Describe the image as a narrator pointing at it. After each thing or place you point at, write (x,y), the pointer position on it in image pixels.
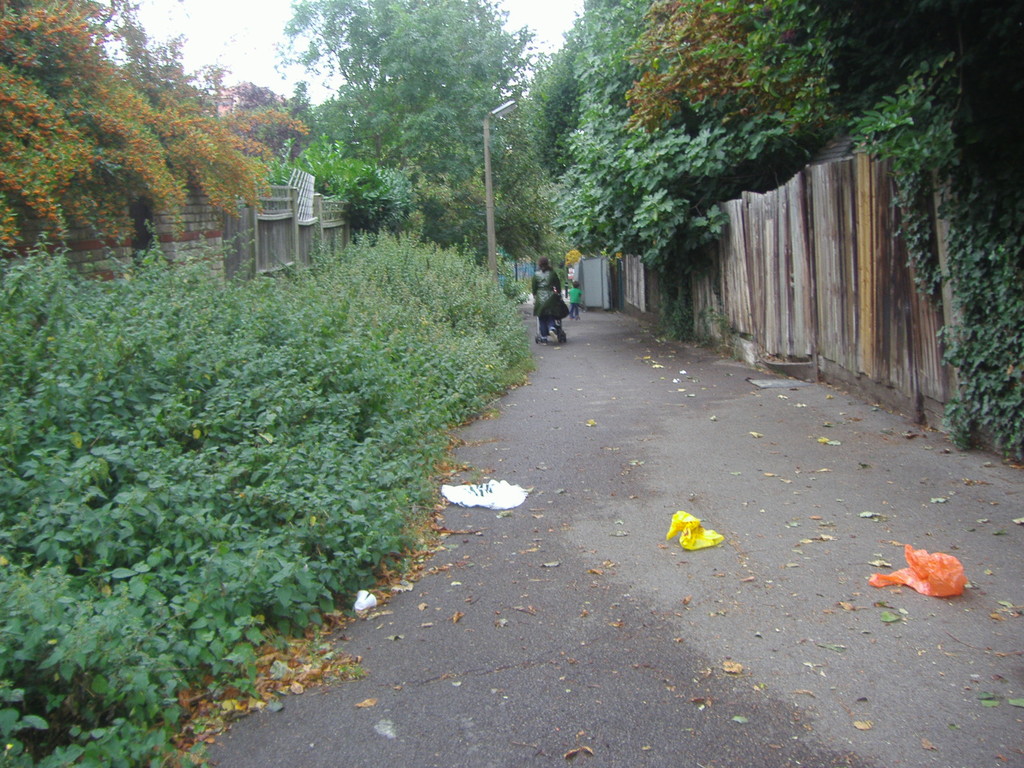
In this image I can see few people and some plastic covers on the road (803,605). To the side of the road (488,581) I can see the wooden wall (778,339), many trees (907,107), plants (287,443) and the pole (492,218). To the left (166,255) I can see the wall (177,247). In the background (478,210) I can see few more trees (381,45) and the sky (224,24).
